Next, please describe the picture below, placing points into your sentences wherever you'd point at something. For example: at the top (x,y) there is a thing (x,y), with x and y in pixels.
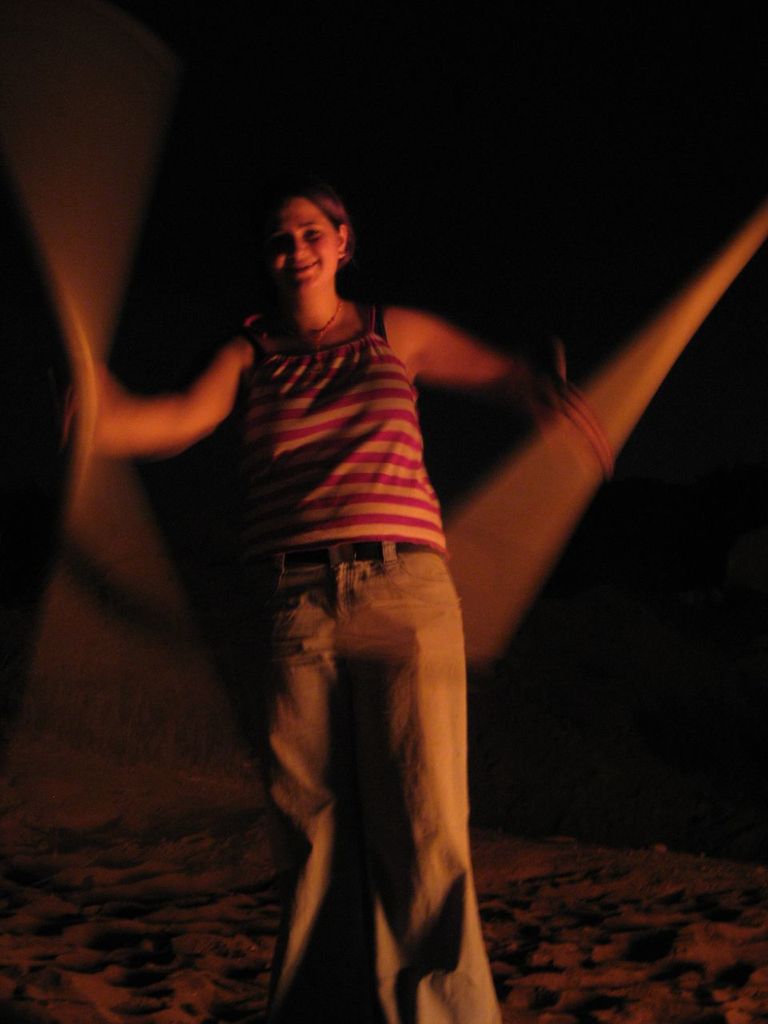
In this image in center (287,370) there is one woman (336,557) who is standing and she is doing something, at the bottom (196,949) there is sand (657,946).
